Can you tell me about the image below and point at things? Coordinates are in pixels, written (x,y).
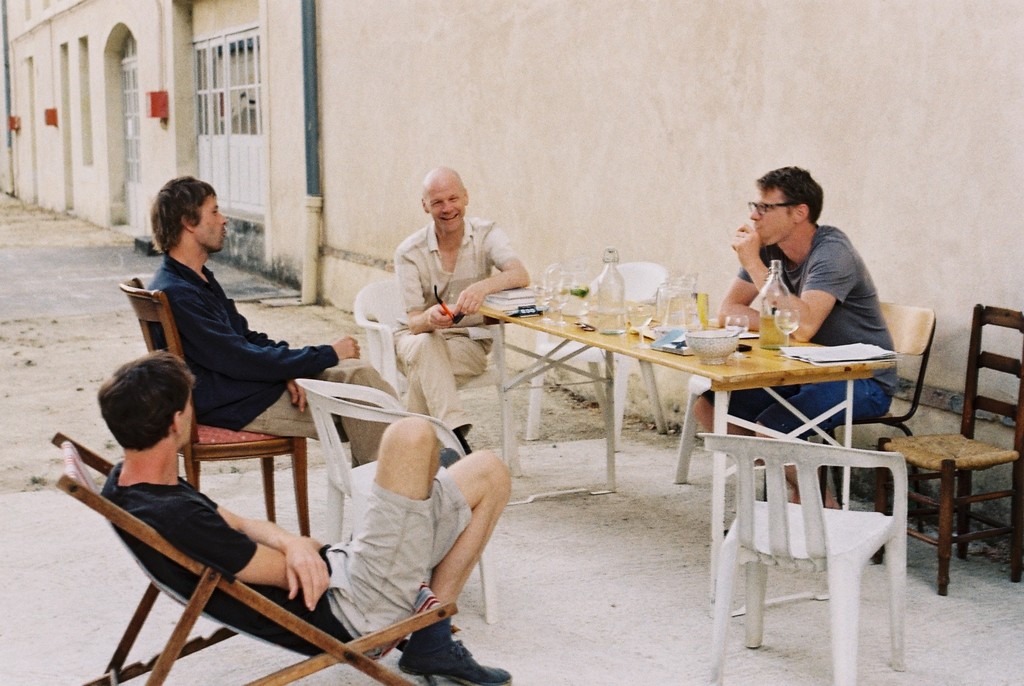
This is the picture of four people (496,237) sitting around the table (781,370) on which there are some things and beside them there are four other chairs (831,524).
